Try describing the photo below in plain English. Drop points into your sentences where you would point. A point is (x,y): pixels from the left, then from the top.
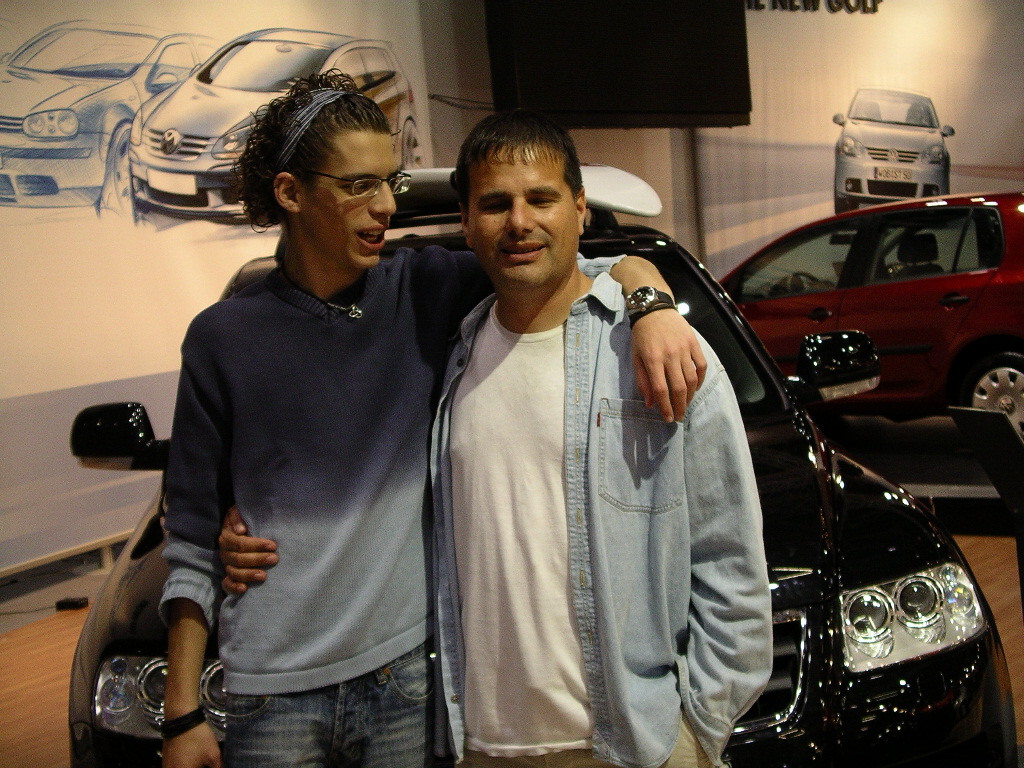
In this image I can see two people (395,489) with different color dresses (359,535). To the right (800,489) I can see the cars (798,426). In the background (573,100) I can see the screen (562,117) and boards (201,165).
